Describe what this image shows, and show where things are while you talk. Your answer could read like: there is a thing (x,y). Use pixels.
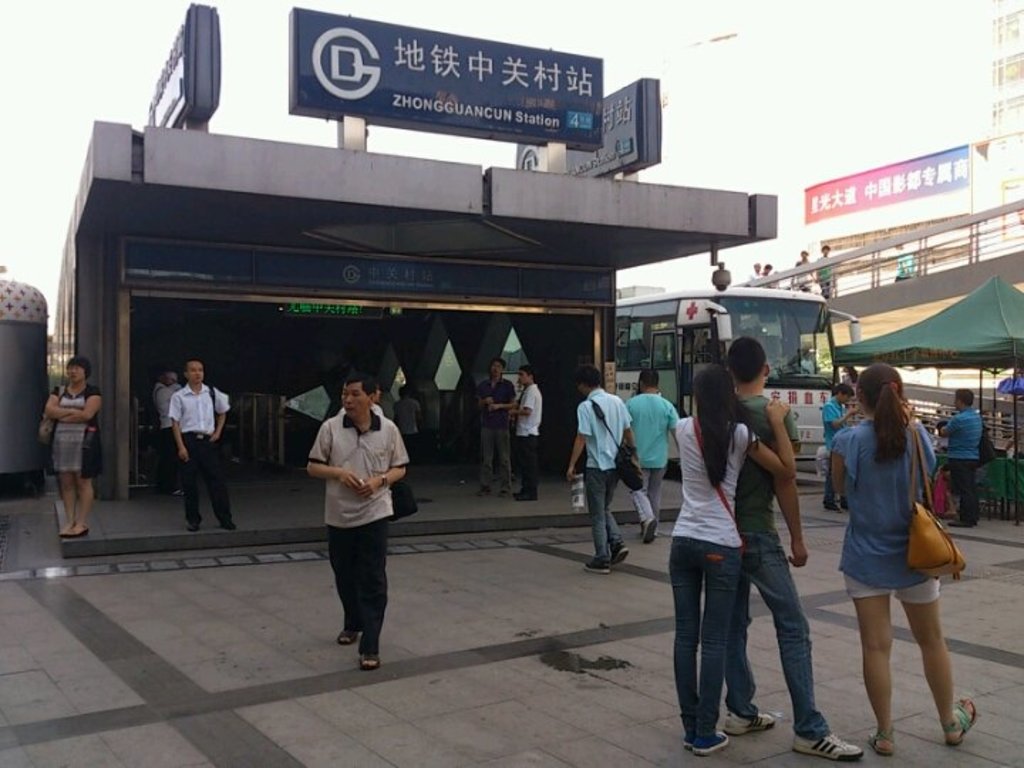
In this image, in the middle (367,462) there is a man (354,463), he wears a t shirt (353,506), trouser (355,572), he is walking. On the right (798,556) there are three people (776,576), they are standing. In the background (970,519) there are people (407,392), buildings (979,180), tent (1005,288), house (299,428), boards (417,100), posters (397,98), bus (722,356), road (456,588), sky (63,107).
